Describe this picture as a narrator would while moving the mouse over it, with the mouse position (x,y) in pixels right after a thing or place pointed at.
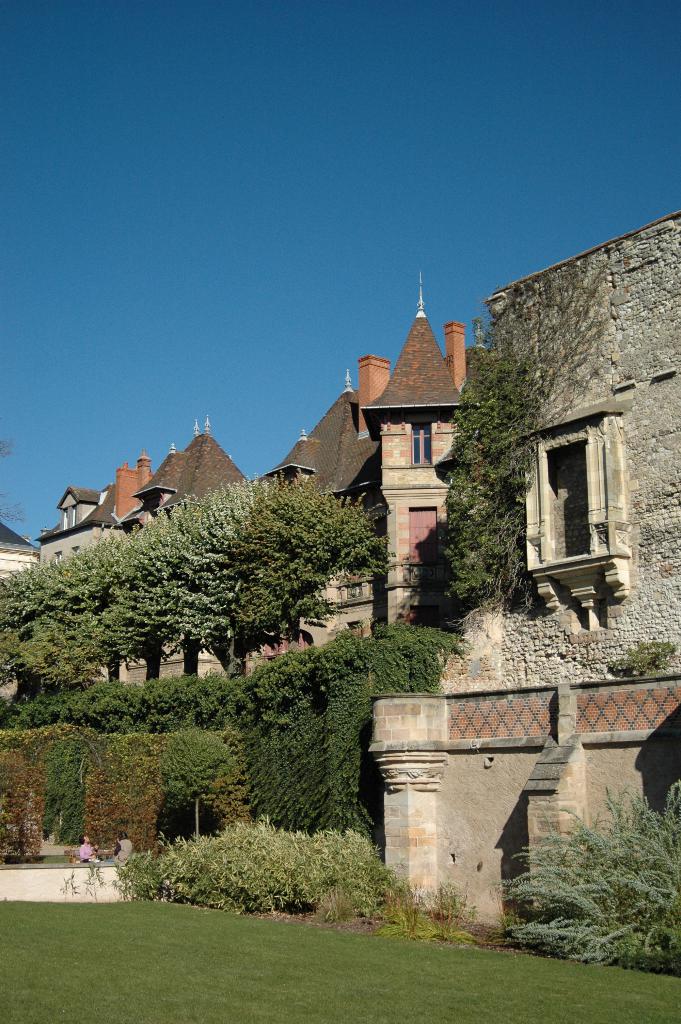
In this image there is grass (320,972) beside that there are trees (176,732) and houses (345,472), in the background (285,157) there is a blue sky (348,166).
